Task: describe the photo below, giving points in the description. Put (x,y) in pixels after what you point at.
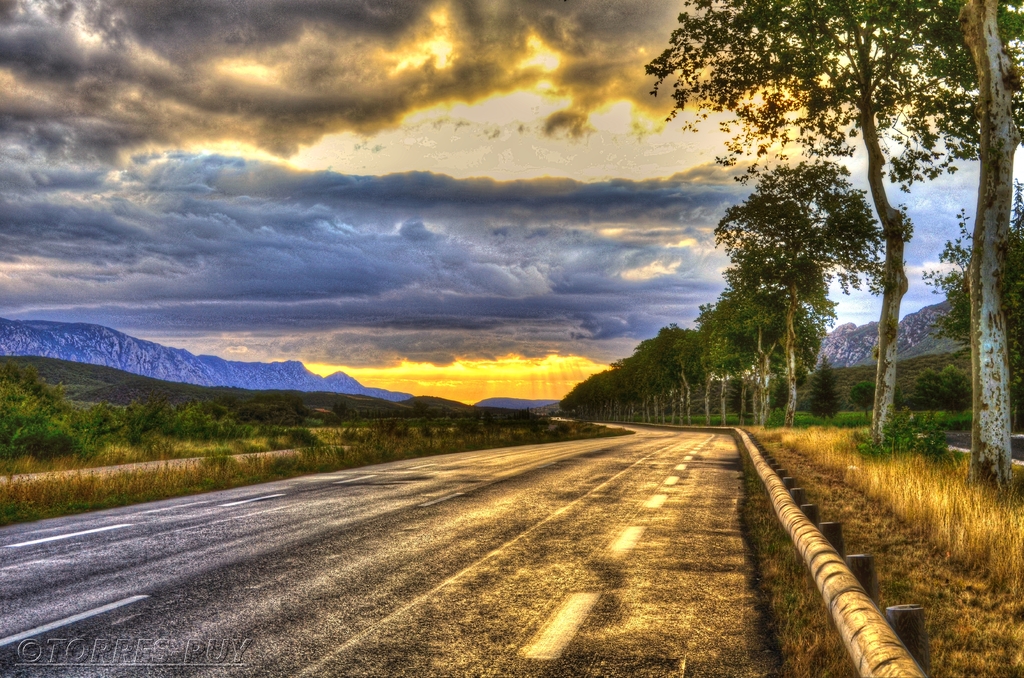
This is an edited picture. In this image there are mountains (926,319) and trees (978,286). At the top (608,171) there is sky (593,164) and there are clouds (667,209). At the bottom left (113,665) there is a text (242,644). At the bottom (340,620) there is a road (734,489) and there is grass (856,518) and there is a railing (895,627) on the right side of the image (858,628).
